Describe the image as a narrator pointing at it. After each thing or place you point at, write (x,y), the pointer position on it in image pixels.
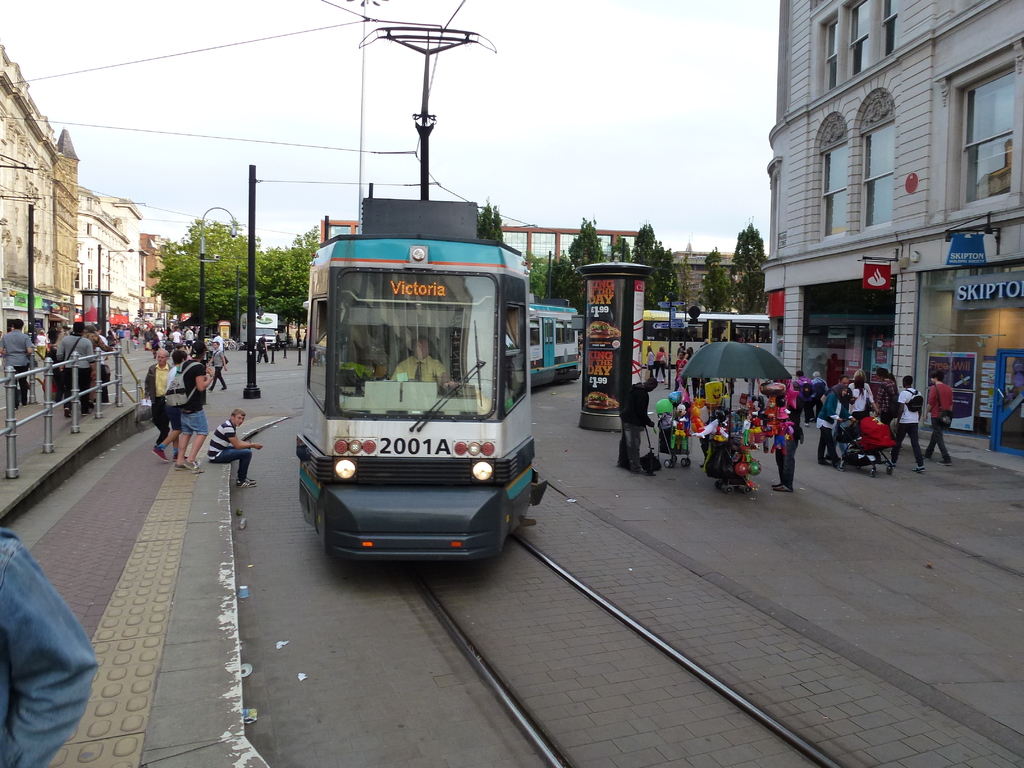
In this image we can see many people (836,421). There are many trees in the image. There is a sky (366,97) in the image. There are few advertising boards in the image. There are few street lights (255,282) and cables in the image. A person (418,379) is driving a train (441,337). There are many buildings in the image. There is a footpath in the image.
